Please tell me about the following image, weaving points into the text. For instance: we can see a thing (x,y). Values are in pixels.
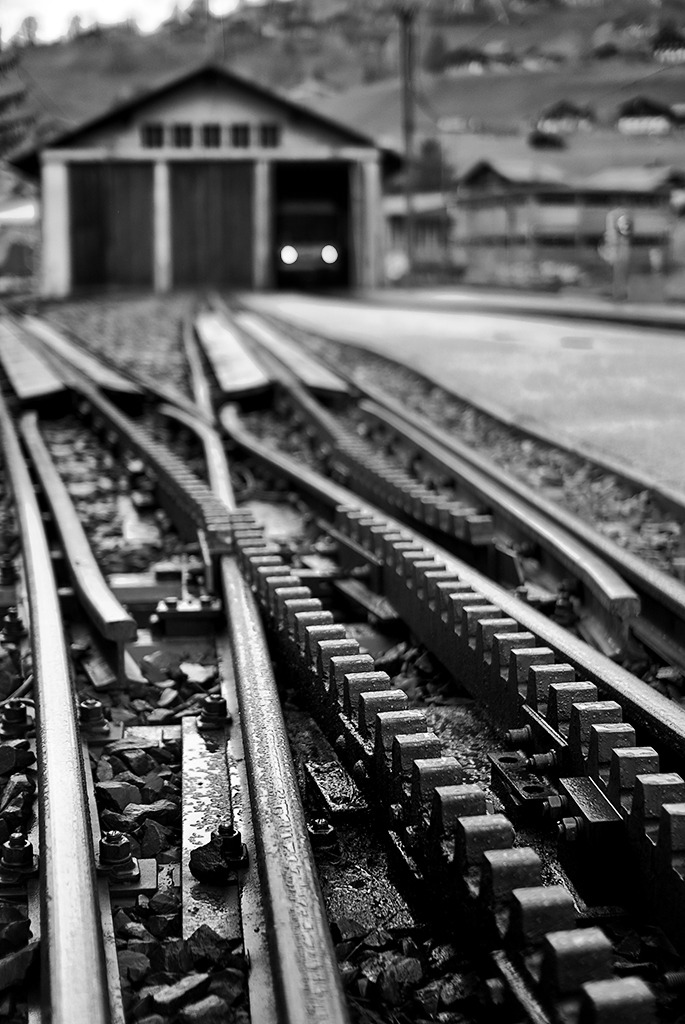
In this picture I can see railway tracks (265,354), a shed (230,268), vehicle (289,228) and houses (573,254).
